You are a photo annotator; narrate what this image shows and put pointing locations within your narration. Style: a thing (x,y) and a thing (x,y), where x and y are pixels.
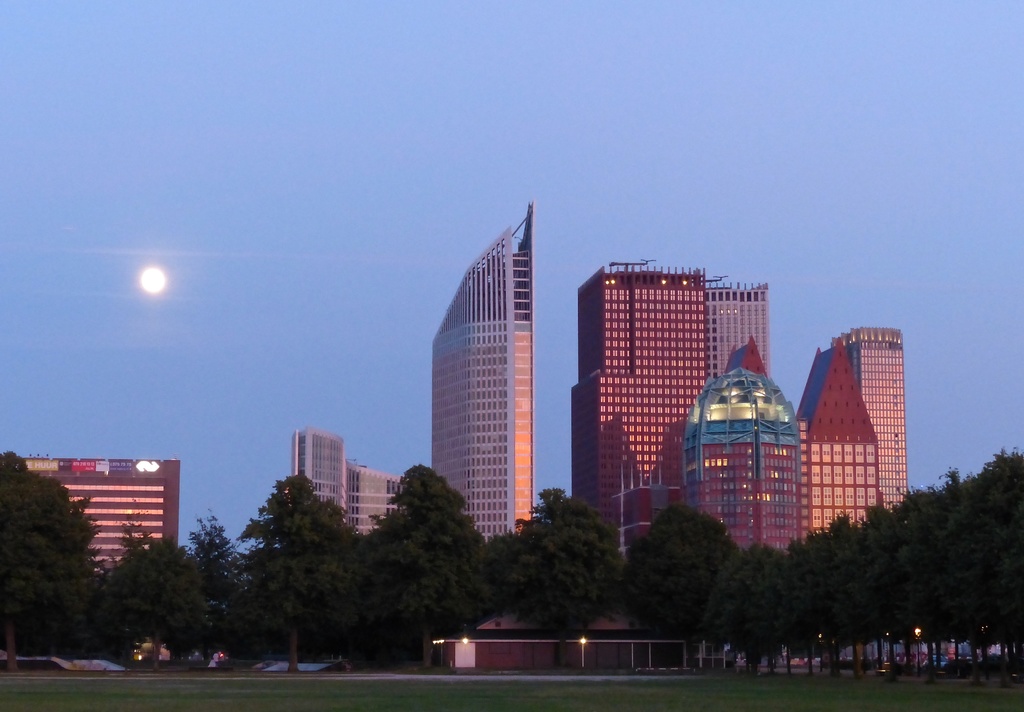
This picture shows buildings (516,365) and trees (523,544) and we see few lights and we see moon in the blue sky (455,246) and grass (740,708) on the ground (462,699).
